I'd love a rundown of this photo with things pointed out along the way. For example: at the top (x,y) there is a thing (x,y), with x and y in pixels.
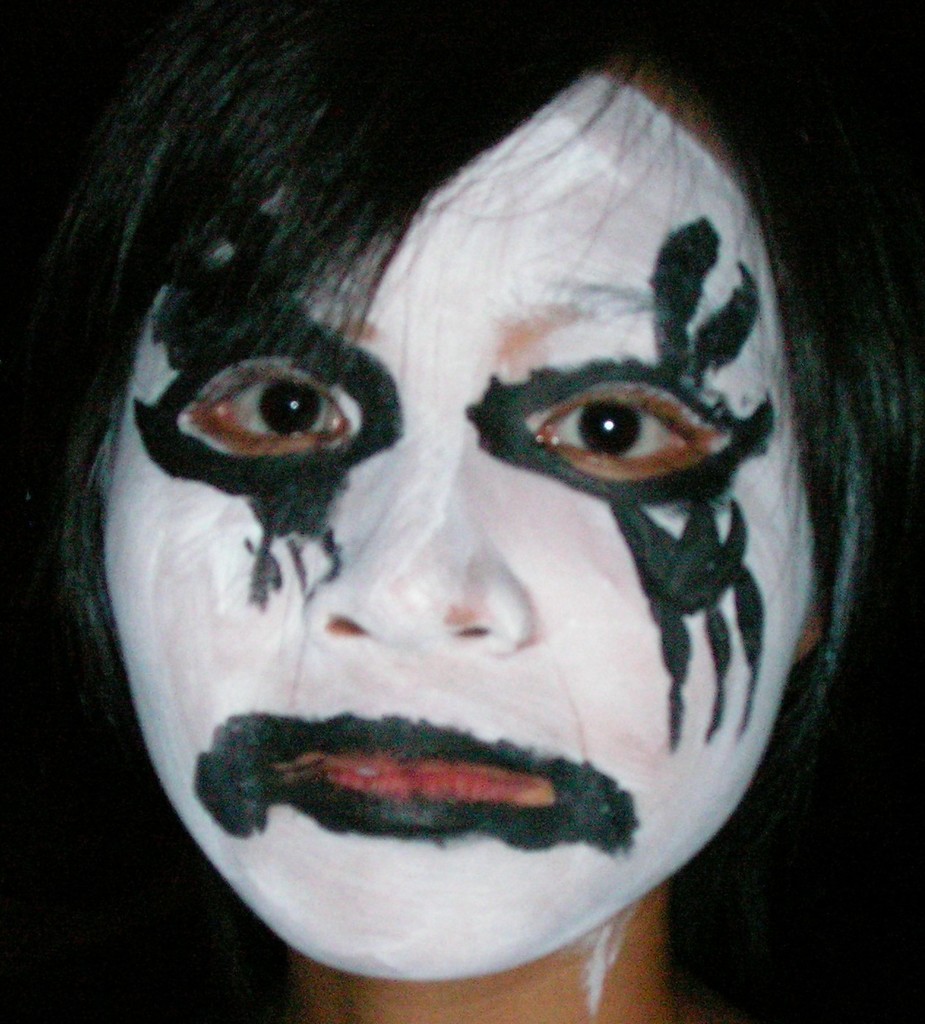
In this image there is a woman's face (613,428), there is a painting (457,540) on the woman's face (486,540), the background of the image is dark.
